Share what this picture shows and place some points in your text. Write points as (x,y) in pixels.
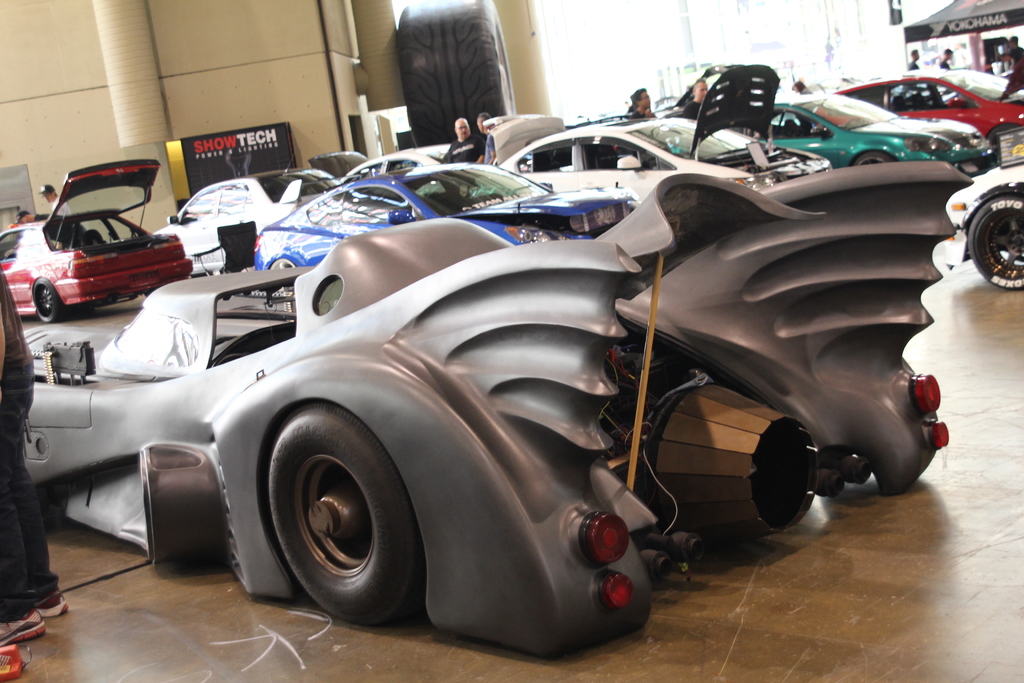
In this image there are vehicles (444,412) and we can see people (472,139). On the right (975,37) there is a tent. In the background (201,44) there is a wall (273,48).
